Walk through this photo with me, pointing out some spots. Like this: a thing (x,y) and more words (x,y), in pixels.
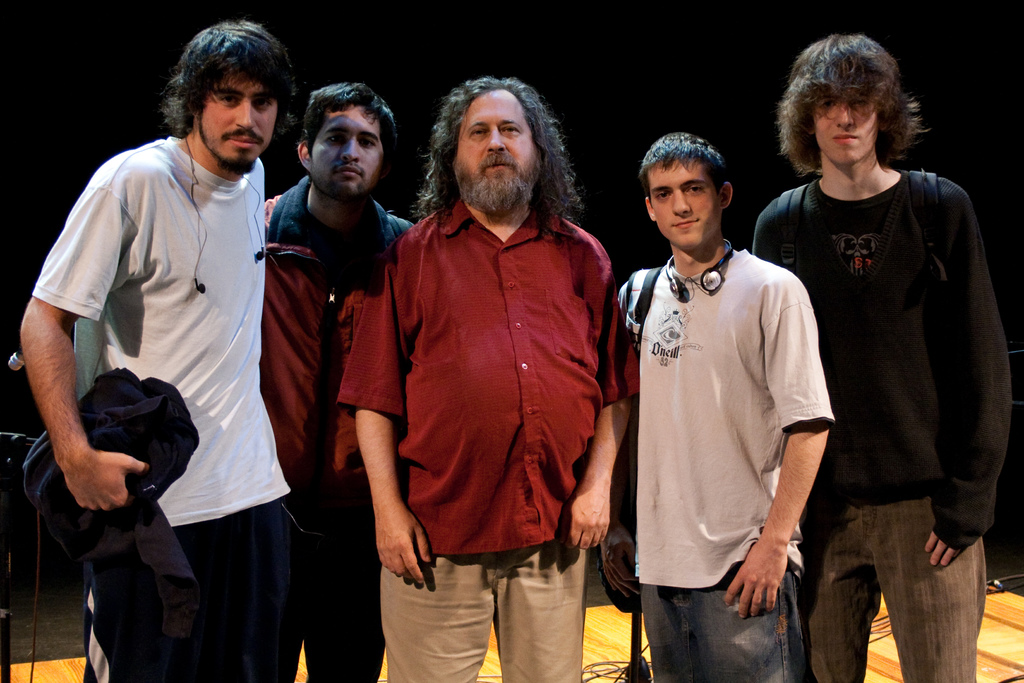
There are five persons (677,159) in different color dresses (103,207), standing. One of them is holding a cloth (29,473). And the background (82,139) is dark in color.
